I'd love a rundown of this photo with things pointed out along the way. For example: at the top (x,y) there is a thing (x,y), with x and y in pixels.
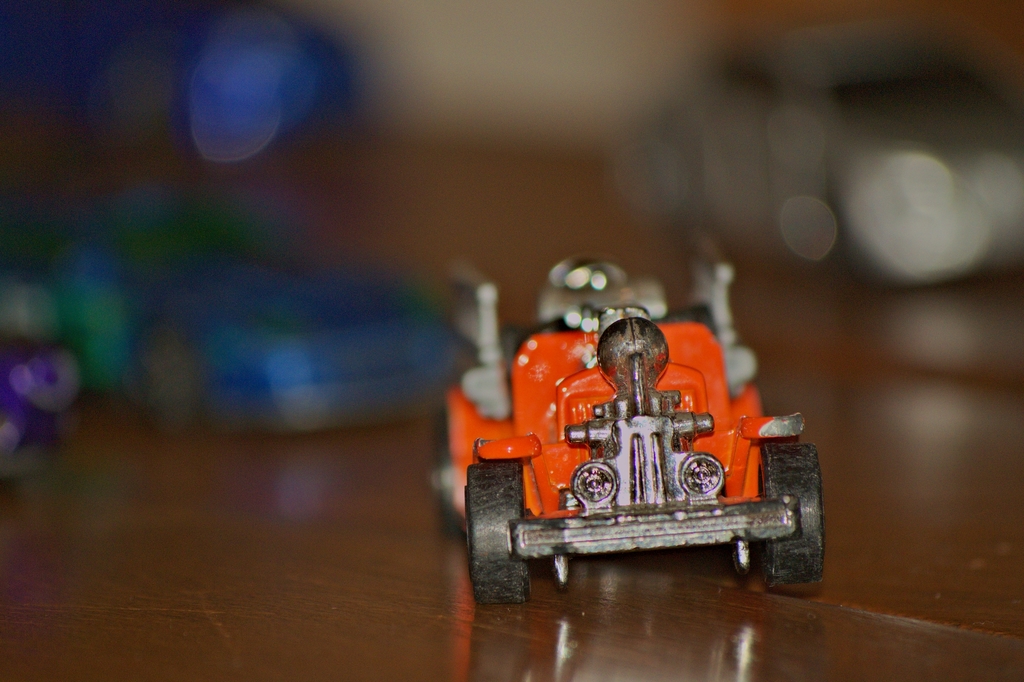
This image consists of a toy car (600,466) in orange color. At the bottom (578,644), it looks like a desk (295,201). And the background (301,331) is blurred.
